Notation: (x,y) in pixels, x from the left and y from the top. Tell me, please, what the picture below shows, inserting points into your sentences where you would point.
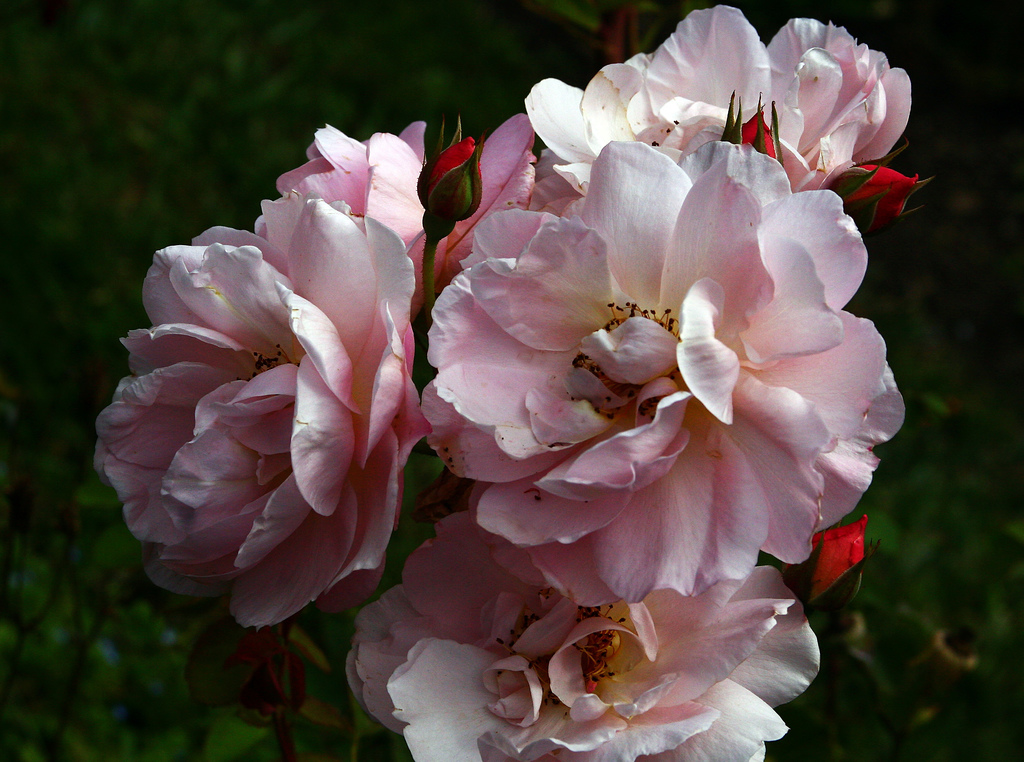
In this image, I can see a bunch of rose flowers (297,450), which are light pink in color. I can see the flower buds (452,196). The background (67,691) looks blurry.
